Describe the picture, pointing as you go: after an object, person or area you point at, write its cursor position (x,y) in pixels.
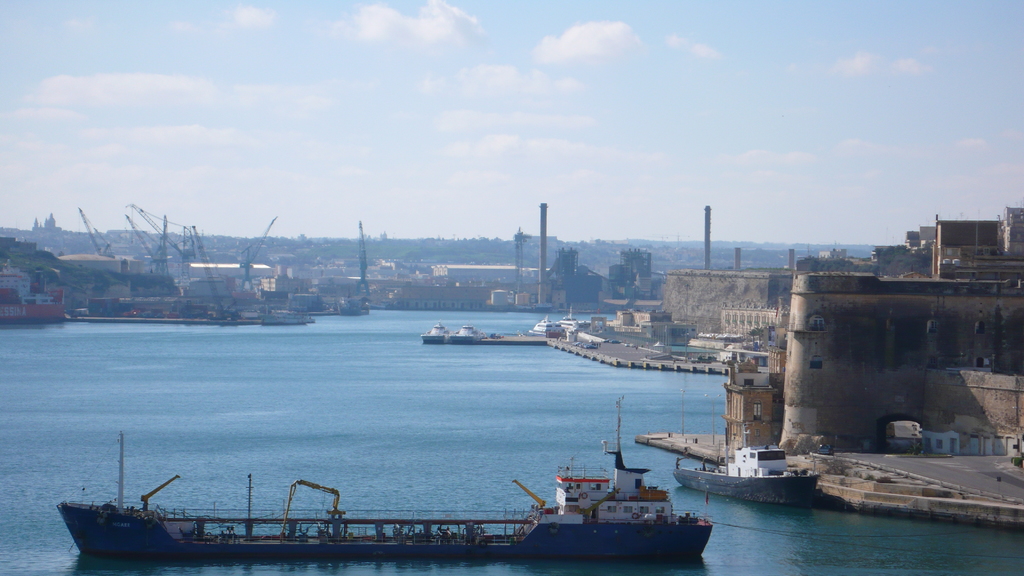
This image consists of boats (405,554). At the bottom (370,430), there is water (355,449). To the right (972,365), there is a wall (897,329). At the top (465,57), there are clouds (397,41) in the sky (380,56).
